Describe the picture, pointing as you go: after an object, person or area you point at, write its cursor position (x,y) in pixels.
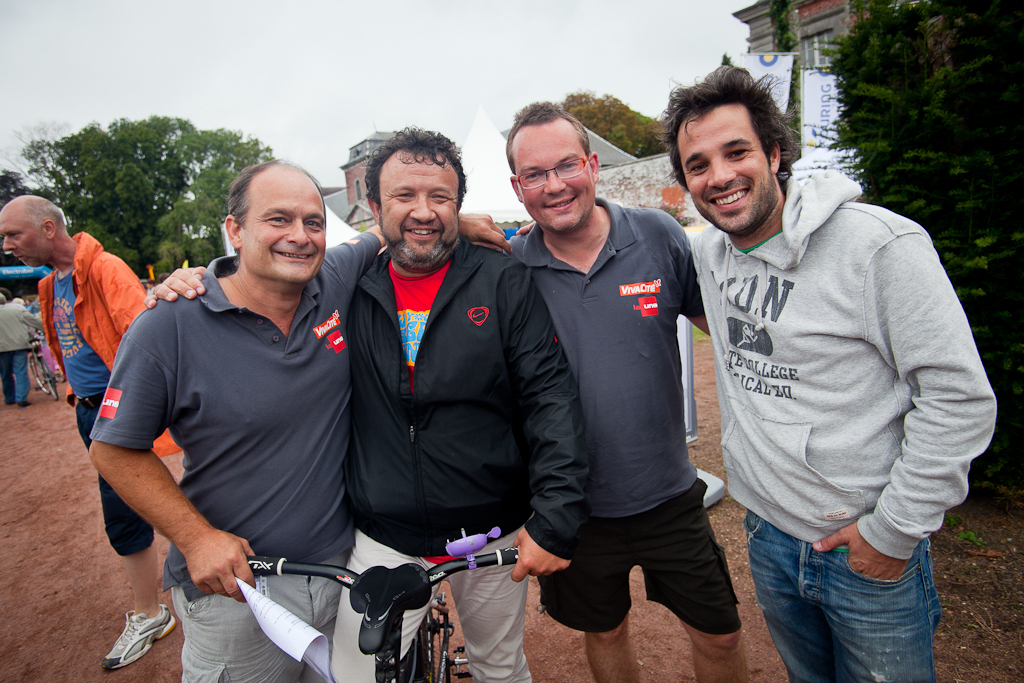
In this image we can see few people (451,335) standing on the ground (124,575), a person (179,603) is holding a bicycle (368,579), a person (292,605) is holding a paper (268,618), there are few trees (156,215), buildings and the sky (460,142) in the background (573,65).
